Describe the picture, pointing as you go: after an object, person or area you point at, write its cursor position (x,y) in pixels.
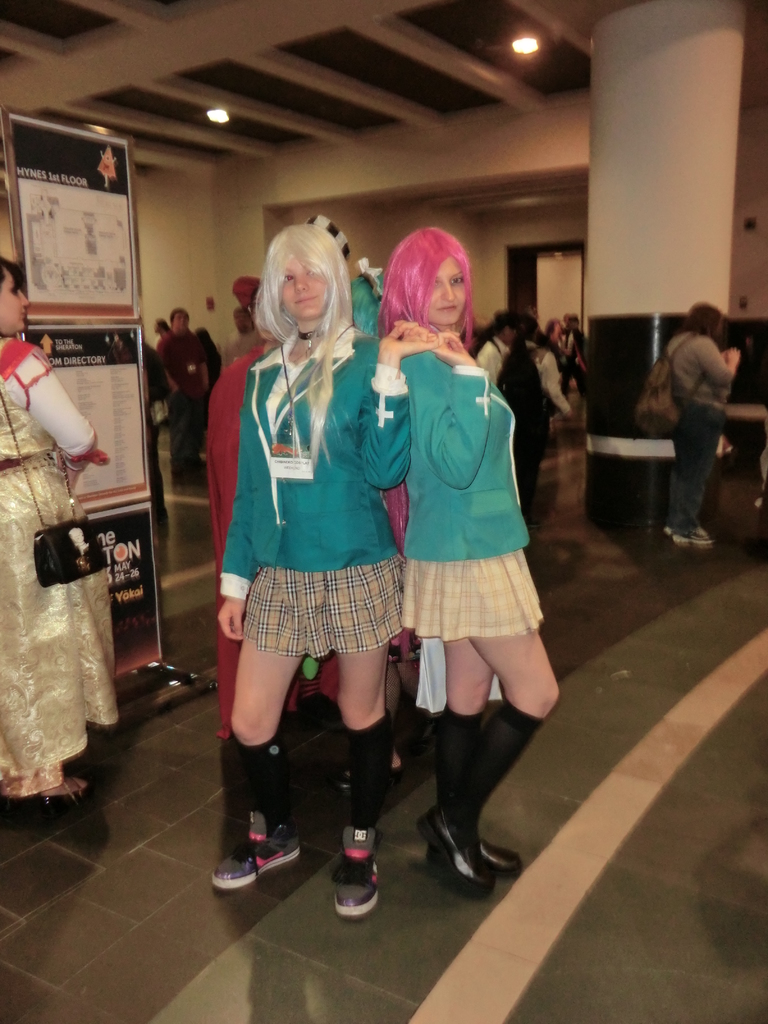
In this image in the foreground (383,477) there are few people (330,301), at the top (111,49) there is a roof (115,37), on which there is a light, in the middle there is a pillar (719,248) on the left side (8,319) a woman (42,404) wearing a bag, standing on the floor (146,761), beside her there is a board (102,312) on which there is a text (31,170).
